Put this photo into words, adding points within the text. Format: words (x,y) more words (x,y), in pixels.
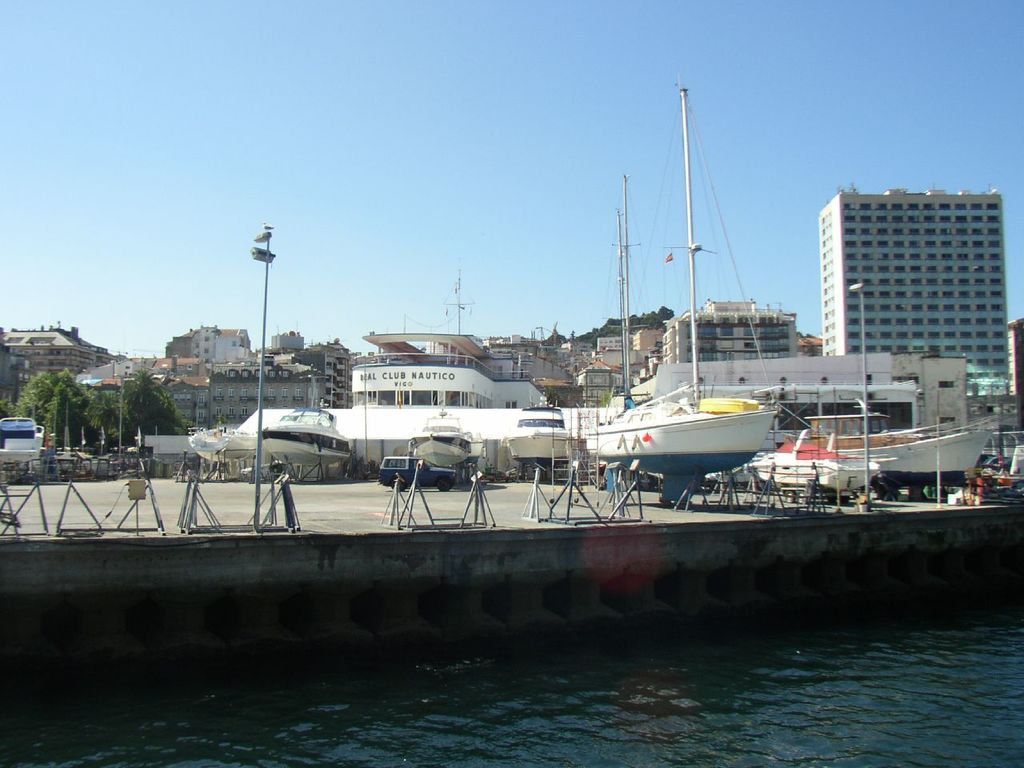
In this image I can see at the bottom (701,719) there is the water (725,727), in the middle (646,405) there are boats (527,440), at the back side (980,339) there are trees (140,398) and buildings (605,365). At the top (435,141) it is the sky (424,139).
